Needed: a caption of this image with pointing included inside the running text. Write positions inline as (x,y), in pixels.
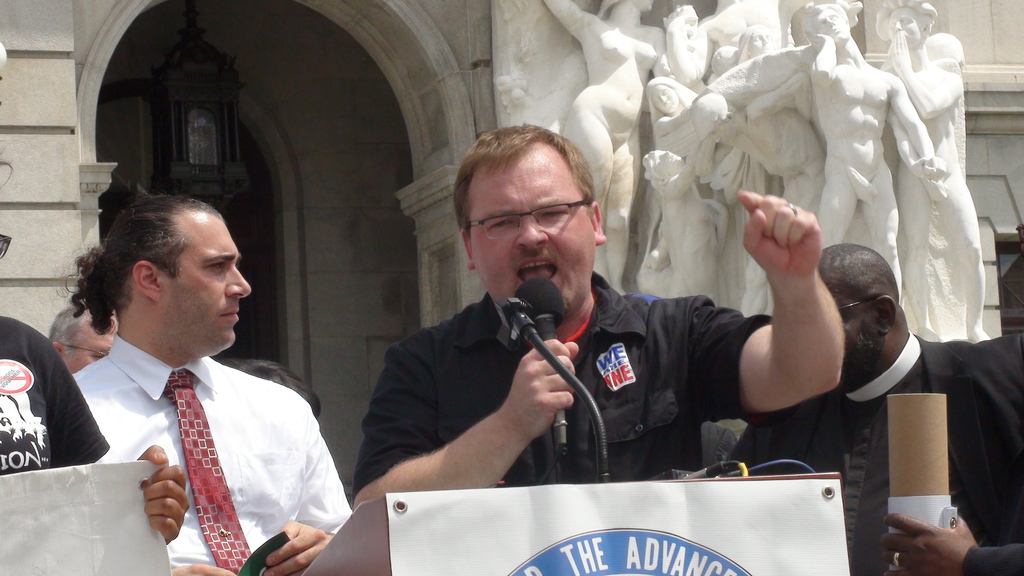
In this image, In the middle (588,382) there is a man (766,399) who is holding a microphone (539,293) and speaking in the microphone (540,308) in the left side (71,436) there are people (151,405) standing and in the right side (965,247) there are some white color statues (809,141).
